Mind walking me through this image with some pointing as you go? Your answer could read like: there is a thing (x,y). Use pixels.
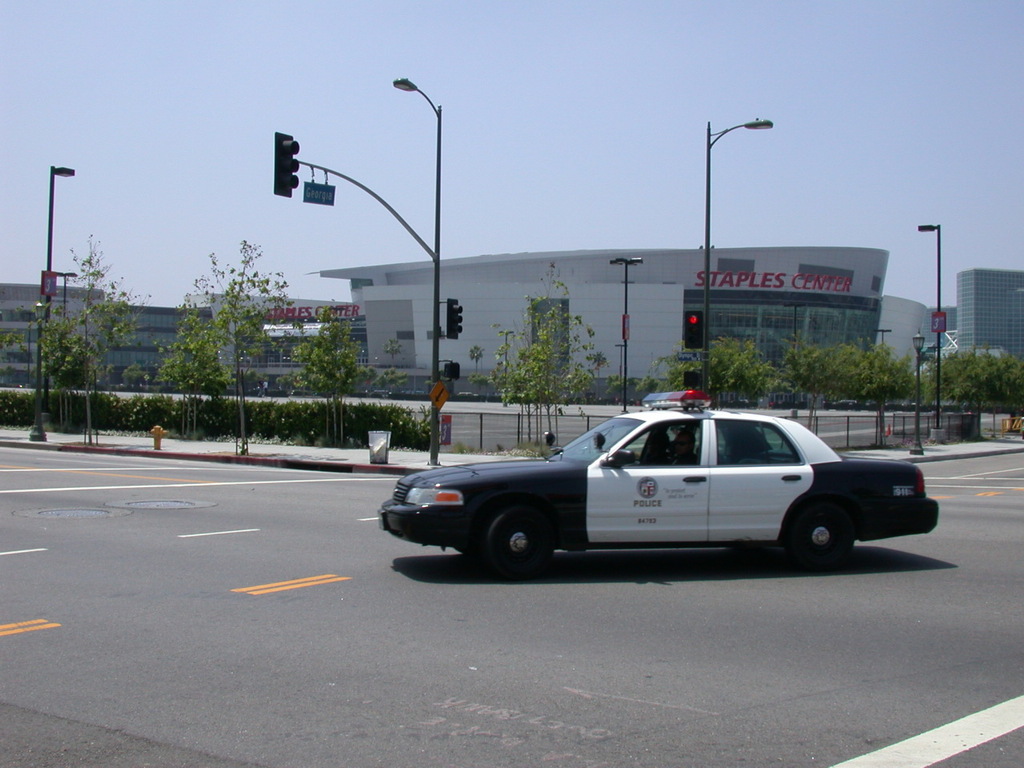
This picture is clicked in the city (208,341). In the middle of the picture (529,510), we see a car (510,500) in white and black color is moving on the road (423,640). Beside the car (610,509), we see street lights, poles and traffic signals (450,373). Beside that, we see the railing (499,436) and there are shrubs (295,418) and trees (951,373). There are buildings (671,301) in the background (744,289). At the top (572,102), we see the sky (502,76).
